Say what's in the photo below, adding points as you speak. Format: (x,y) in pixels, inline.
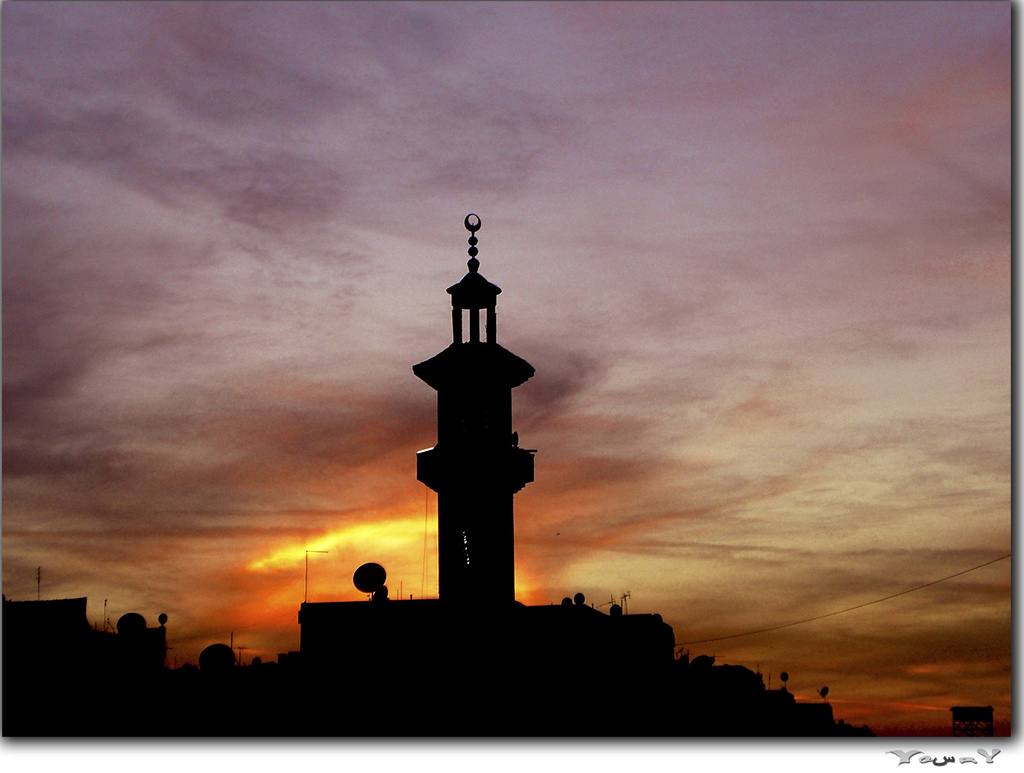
This is the picture of a photo and we can see some buildings (266,672) and in the background (589,194), we can see the sky (557,176) with sunlight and in the bottom right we can see some text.
